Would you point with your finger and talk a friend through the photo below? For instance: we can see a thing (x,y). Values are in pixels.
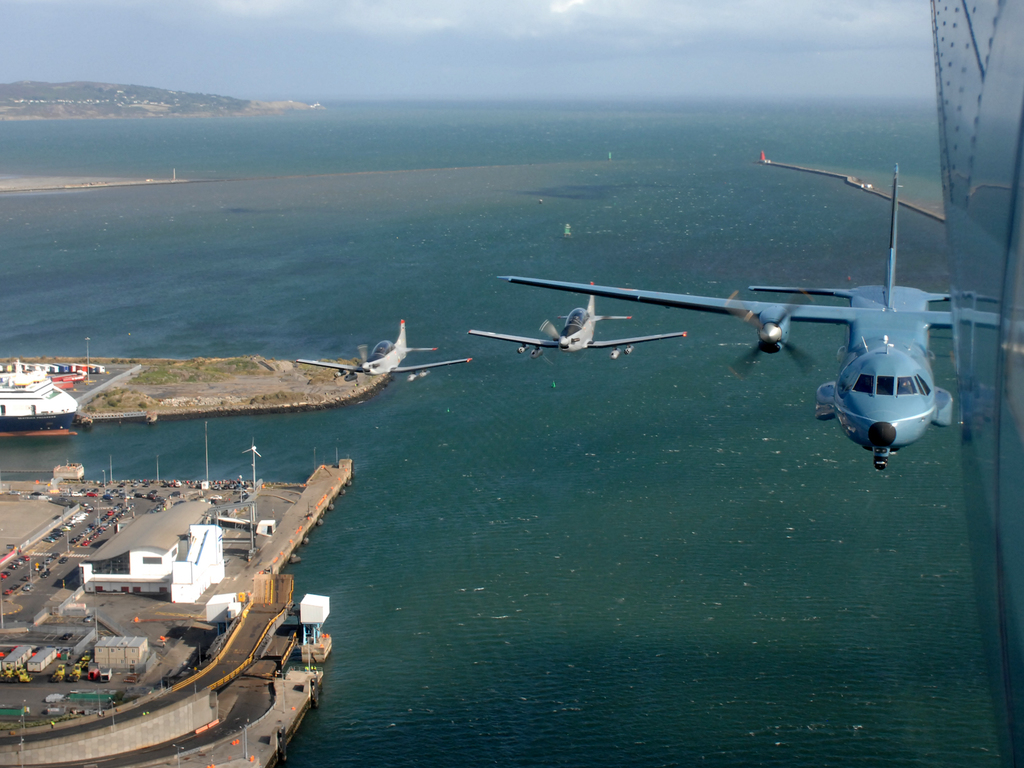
In this image we can see sky (404,49) with clouds (640,28), hills (162,97), ocean (560,123), aeroplanes (855,370) in the air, motor vehicles (58,536), sheds (141,552), ships (37,387) and poles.
